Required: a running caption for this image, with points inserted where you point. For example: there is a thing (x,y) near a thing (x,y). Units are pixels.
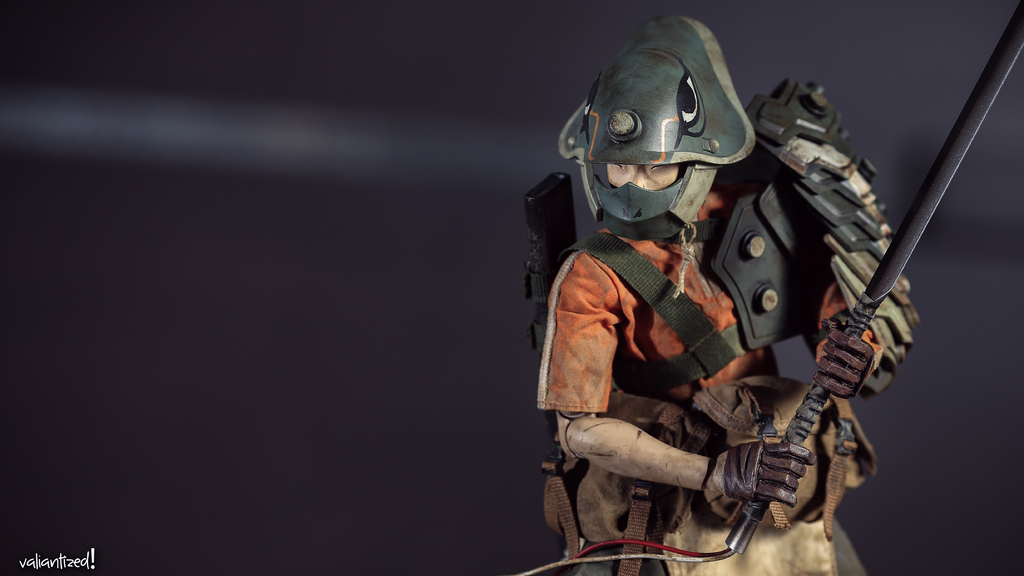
In this picture we can observe a toy (665,459) holding a sword (856,332). We can observe helmet (616,149) and an orange color shirt (590,332). The background (215,383) is in black color. We can observe text (64,562) on the left side (47,557).
